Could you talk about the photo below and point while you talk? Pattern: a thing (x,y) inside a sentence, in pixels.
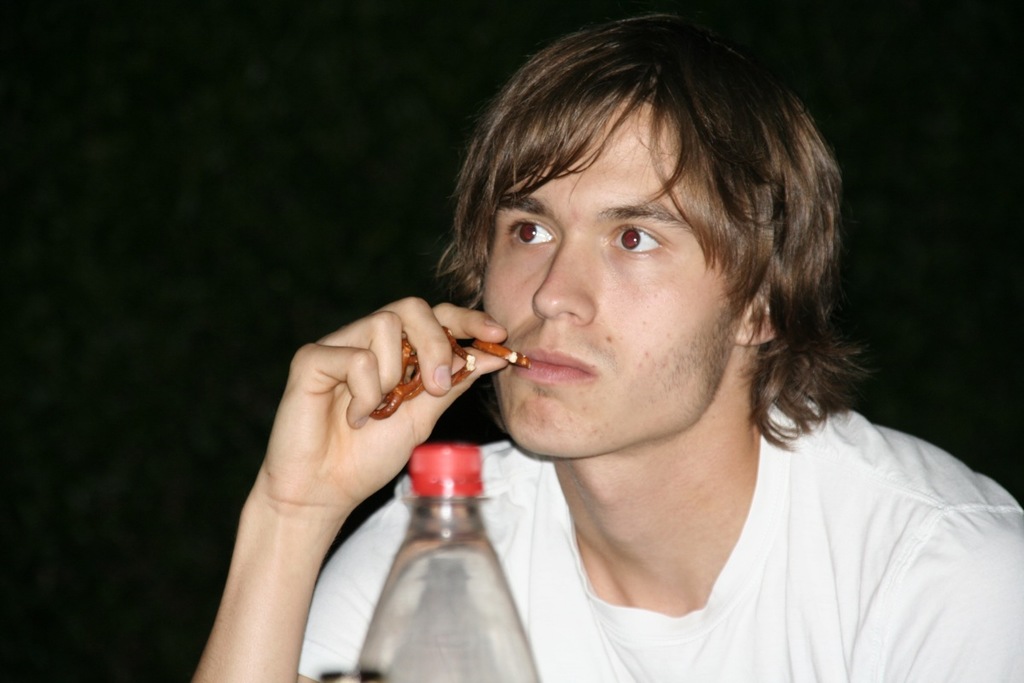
In the image there is a man (426,342) holding some food items (453,376) in the hand (459,387). In front of him there is a bottle (422,611). Behind him there is a black background (911,349).
